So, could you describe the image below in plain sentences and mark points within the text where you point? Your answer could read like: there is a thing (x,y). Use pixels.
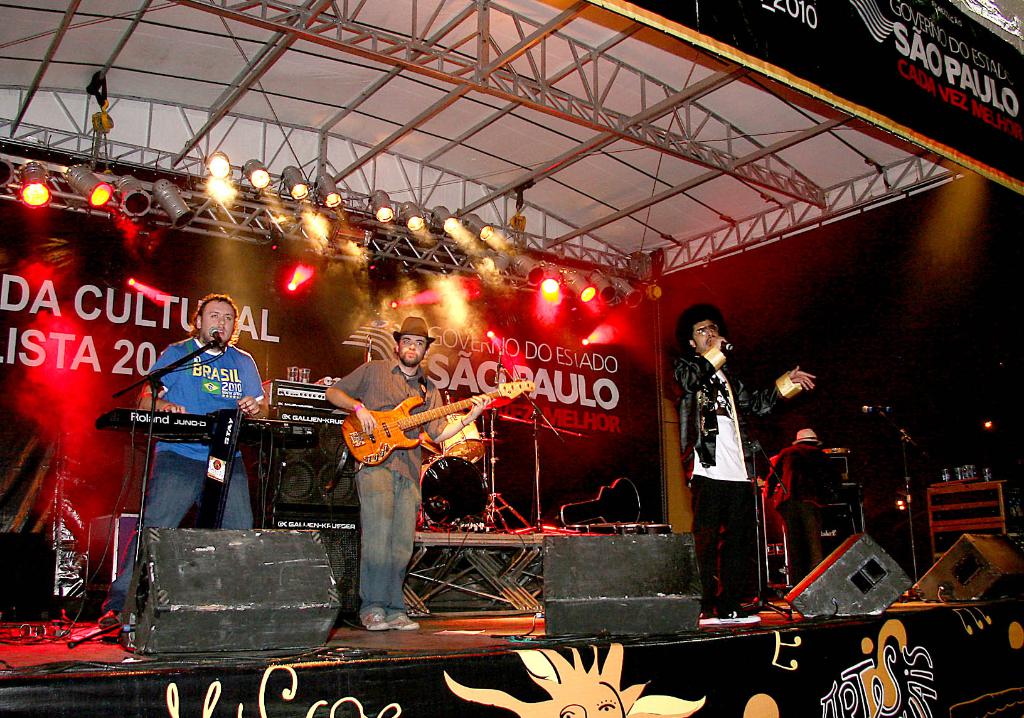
This image is taken in a concert. At the top of the image (872,143) there is a roof (356,108) and a board (931,97) with text (965,89) on it. At the background (19,246) there are lights (24,186) and a poster (82,465). In the middle of the image (362,462) two persons (211,300) are standing and one is holding a guitar (374,449) in his hand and the another is playing a key board (205,421). In the right side of the image (685,405) a man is standing on stage (782,629) and holding a mic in his hand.
